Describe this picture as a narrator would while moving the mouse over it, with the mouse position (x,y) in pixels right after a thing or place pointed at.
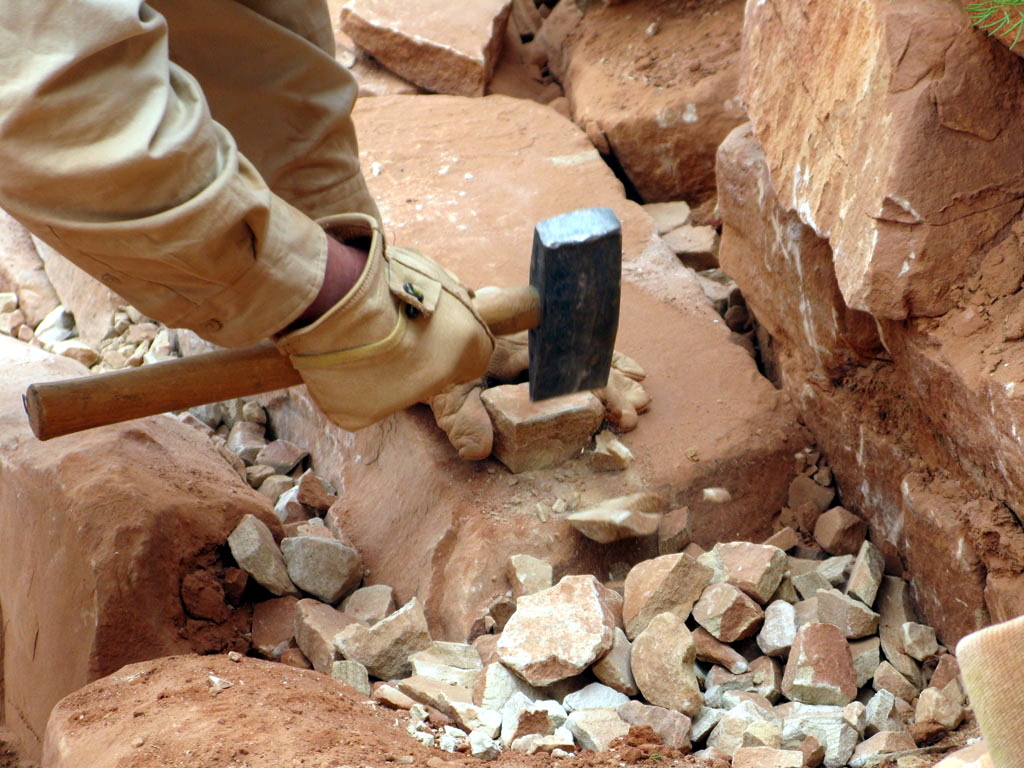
In this image I can see a person (71,187) holding hammer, and the hammer (475,300) is on the stone (515,412). Background (763,3) I can see few other stones (606,189) in brown color.
